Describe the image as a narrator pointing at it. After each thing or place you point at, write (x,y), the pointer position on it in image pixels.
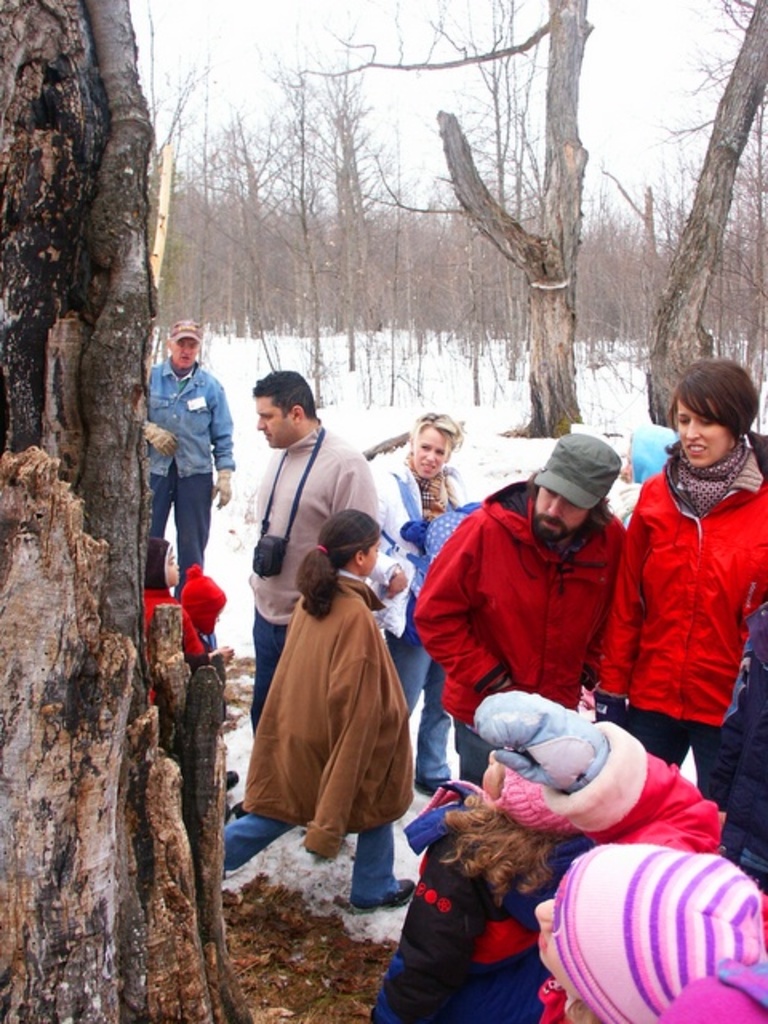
In this picture I can see few people (547,606) standing and I can see trees (414,315) and few are wearing caps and I can see a cloudy sky (500,100) and snow (500,349) on the ground (500,368).
